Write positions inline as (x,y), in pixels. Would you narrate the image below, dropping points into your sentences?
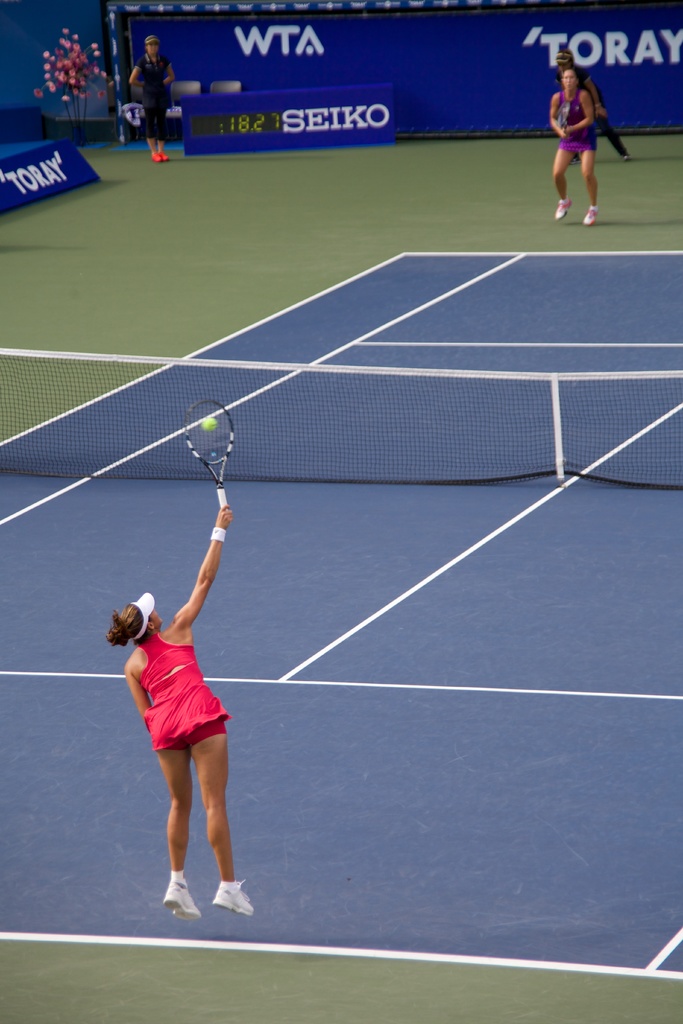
In front of the image there is a woman (161,687) holding a tennis racket (205,462) is serving the ball (209,427), in front of the woman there is a net (359,404), on the other side of the net (449,392) there is another player (559,150) holding racket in her hand (564,128), behind her there are two ball boys (151,51) and there is a speedometer board (209,125) and sponsor boards (260,106) and flowers (76,93) on the plants (83,95).
